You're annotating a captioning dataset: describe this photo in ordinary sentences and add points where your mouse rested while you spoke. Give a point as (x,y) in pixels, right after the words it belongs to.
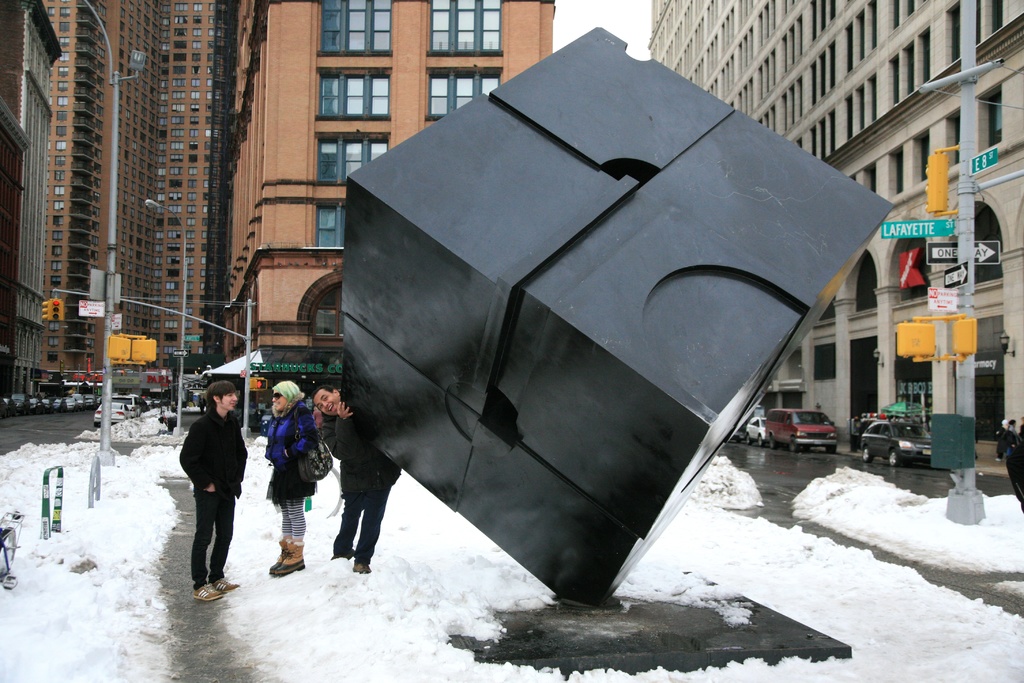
This picture describes about group of people (292,490), they are on the ice (309,559), in the background (104,430) we can see few poles (110,310), traffic lights (53,307), sign boards (935,235) and vehicles (72,407) on the road (69,429), and also we can see few buildings (120,131).
